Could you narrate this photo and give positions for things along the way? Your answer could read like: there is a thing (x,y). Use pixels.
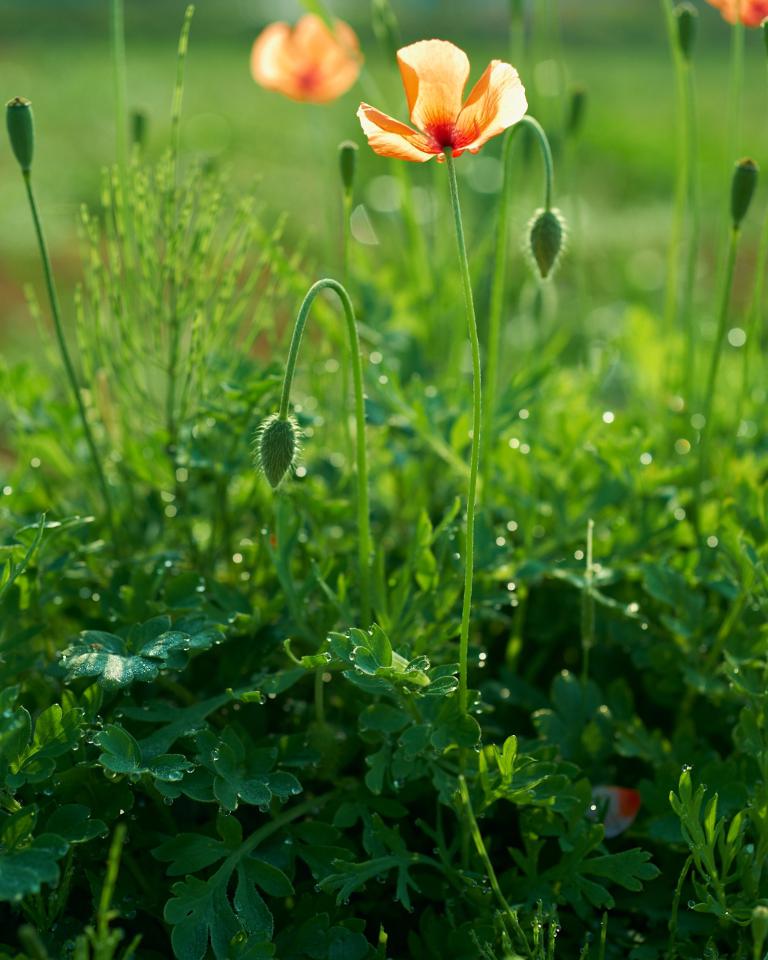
In this image I can see green colour leaves (313,619) and orange colour flowers (459,138). I can also see this image is little bit blurry from background (47,334).
